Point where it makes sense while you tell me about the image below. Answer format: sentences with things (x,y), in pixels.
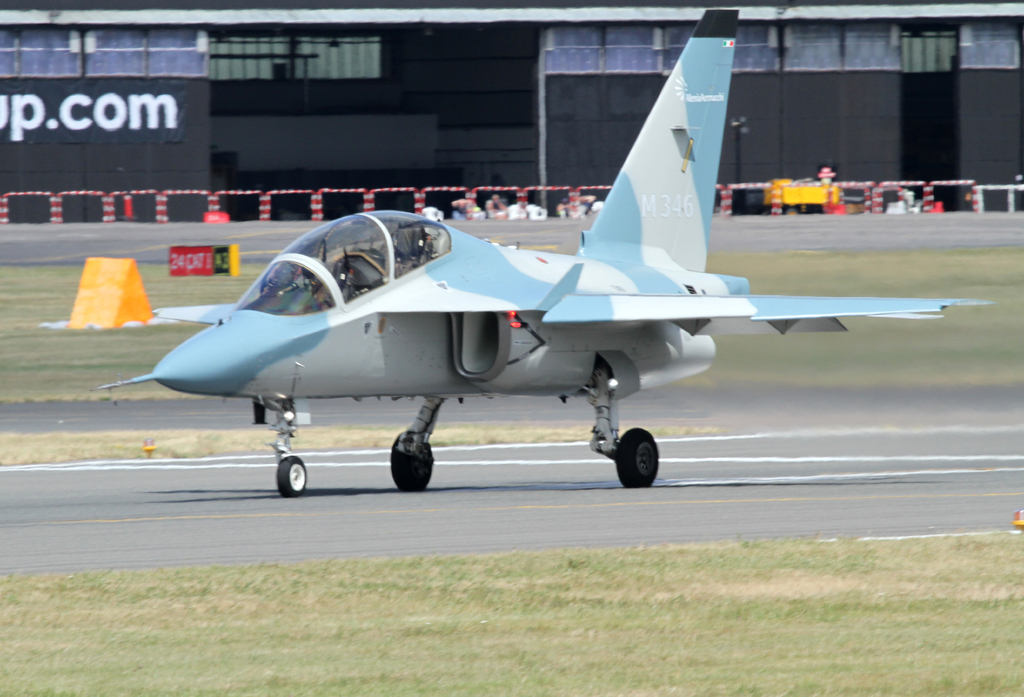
In this image I can see a road (448,530) and on it I can see white lines (743,439) and an aircraft (649,368). I can also see grass (952,638), a building (996,86), few yellow colour things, a red colour board (208,248) and here I can see something is written.
